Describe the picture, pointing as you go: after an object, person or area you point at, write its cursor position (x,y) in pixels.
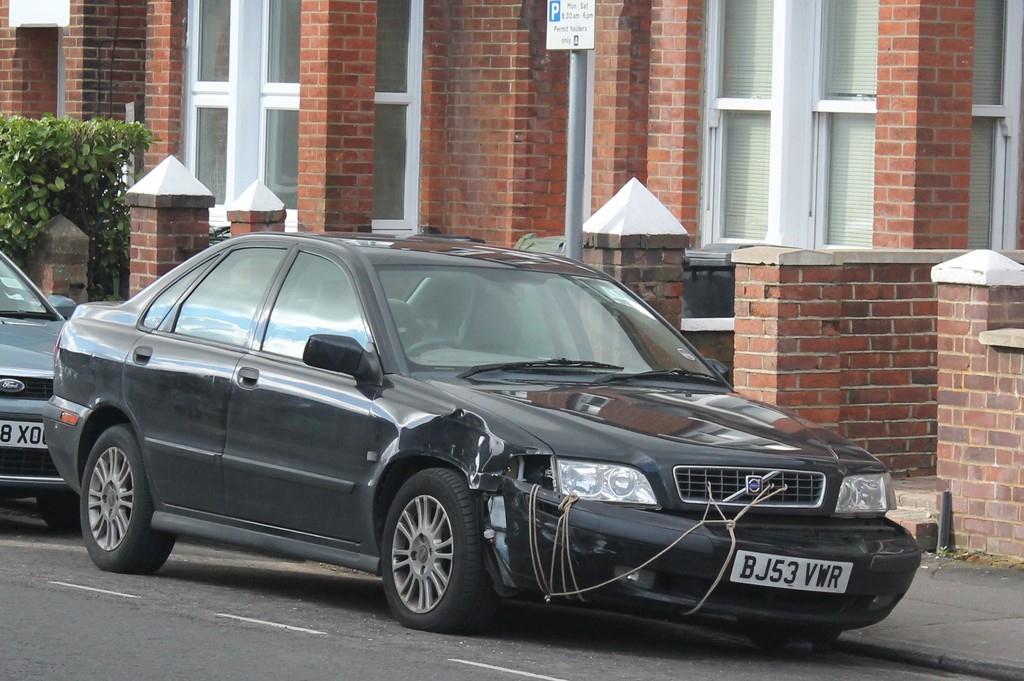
There are cars (473,587) on the road (28,646). Here we can see plants (73,122), board (561,43), building (557,90), and glasses (218,128).
